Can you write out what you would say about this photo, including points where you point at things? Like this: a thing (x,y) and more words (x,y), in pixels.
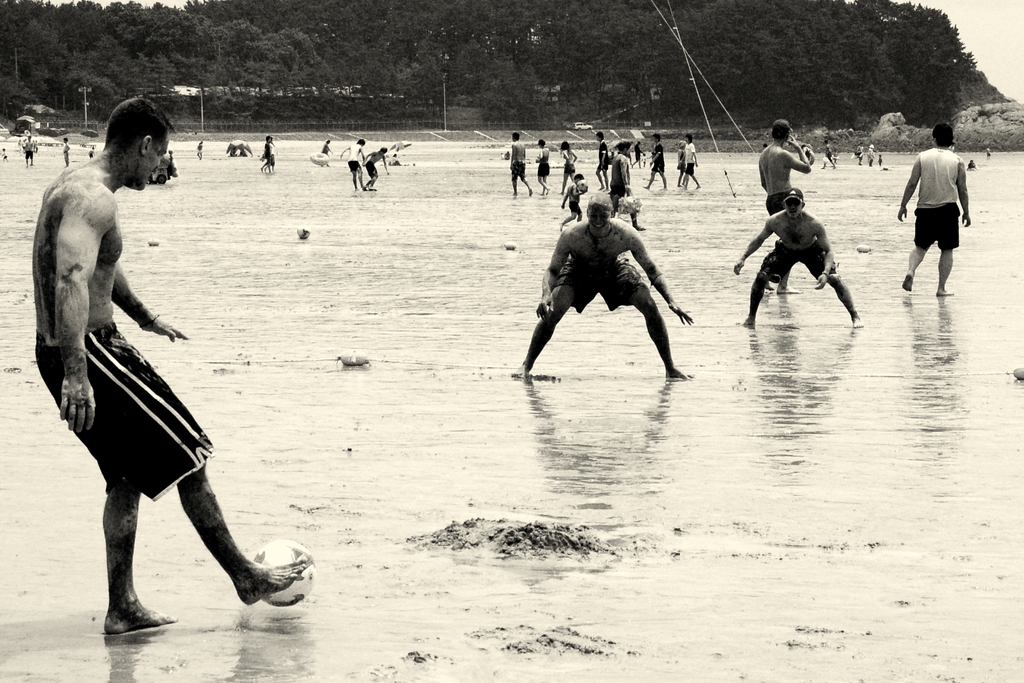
In this image, There are some people (257,599) playing the football (288,591) which is in white color, There is a water (560,511) on the ground (620,433), In the background (448,66) there are some dark color trees (448,66).
